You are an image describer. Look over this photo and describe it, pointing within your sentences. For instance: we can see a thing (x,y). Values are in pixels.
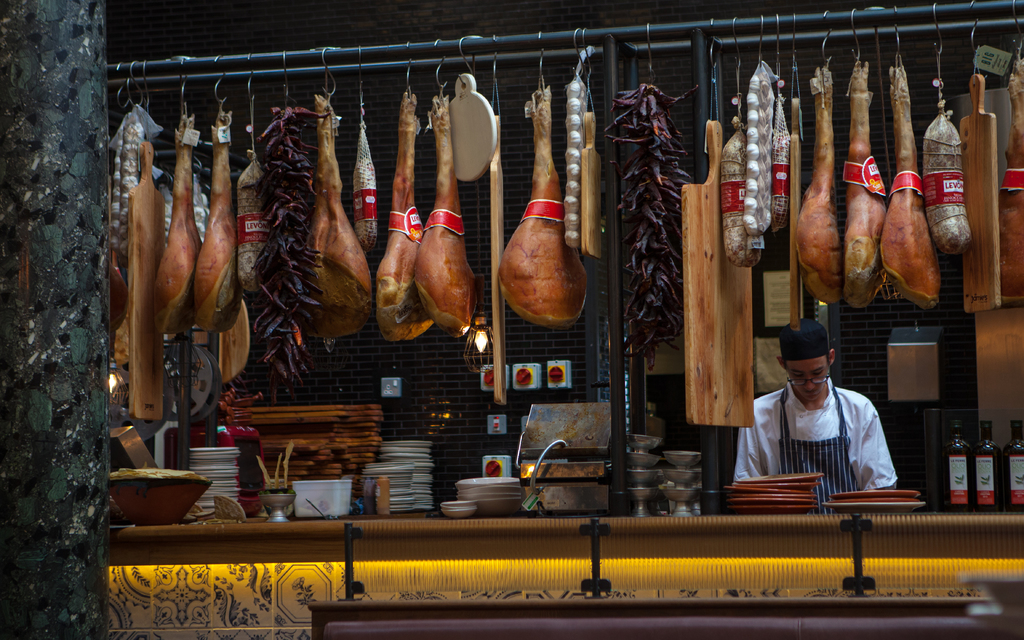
In this picture, we see a man (789,419) in white shirt (777,432) and black apron (826,454) is standing. In front of him, we see a table (785,514) on which plates (776,490), bowls (475,514), plastic box (348,480), glass bottles (959,467) and some other things (385,494) are placed. Here, we see meat (540,173) is hanged to the hangers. On the left side (97,234), we see a pole (53,401). In the background (510,319), we see a black wall (511,338).
